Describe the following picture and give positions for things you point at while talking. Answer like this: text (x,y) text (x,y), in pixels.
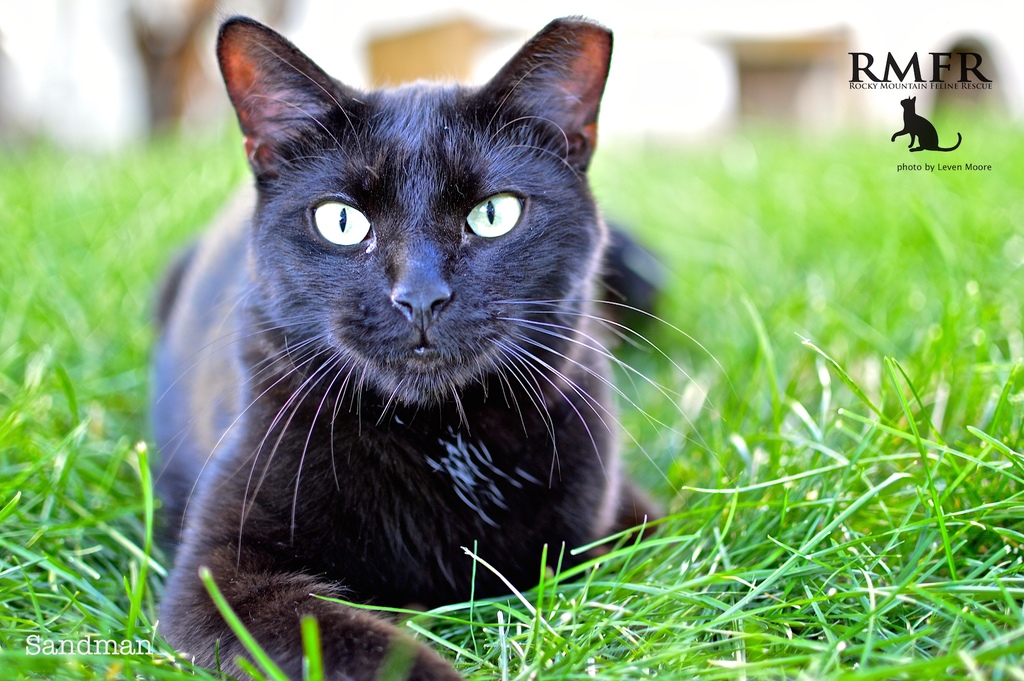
In this picture we can see a black cat (286,347) is lying on the grass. Behind the cat (286,149) there is the blurred background (657,70). On the image, there are watermarks (118,642).
